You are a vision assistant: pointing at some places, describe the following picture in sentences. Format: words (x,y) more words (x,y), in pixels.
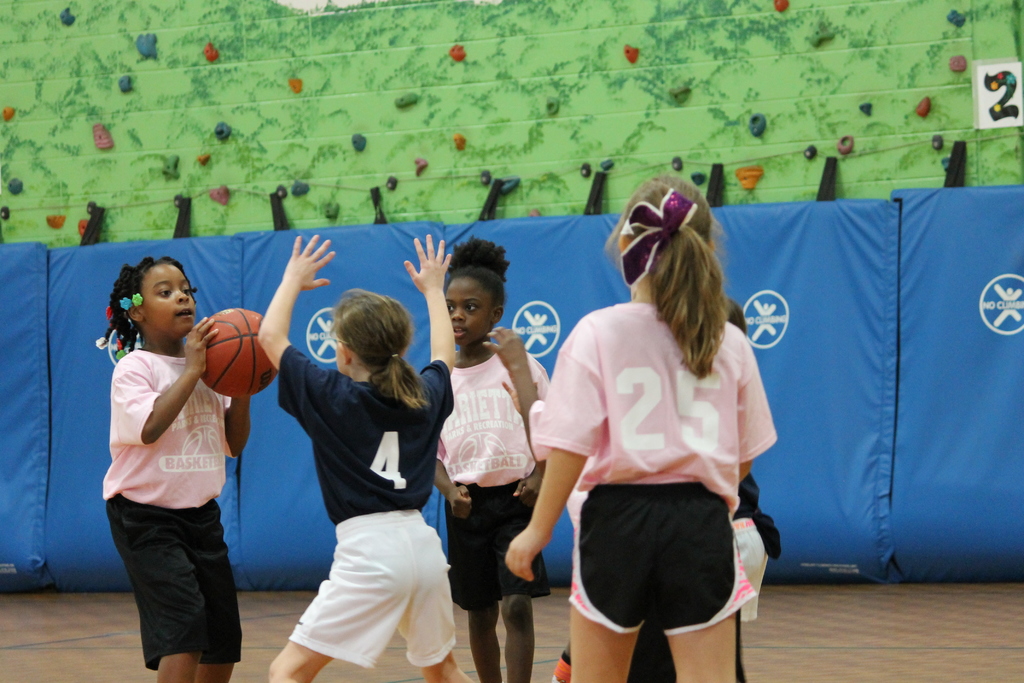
In this picture we can see people (404,627) on the ground (561,608) and one girl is holding a ball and in the background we can see mats (1001,329) and some objects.
